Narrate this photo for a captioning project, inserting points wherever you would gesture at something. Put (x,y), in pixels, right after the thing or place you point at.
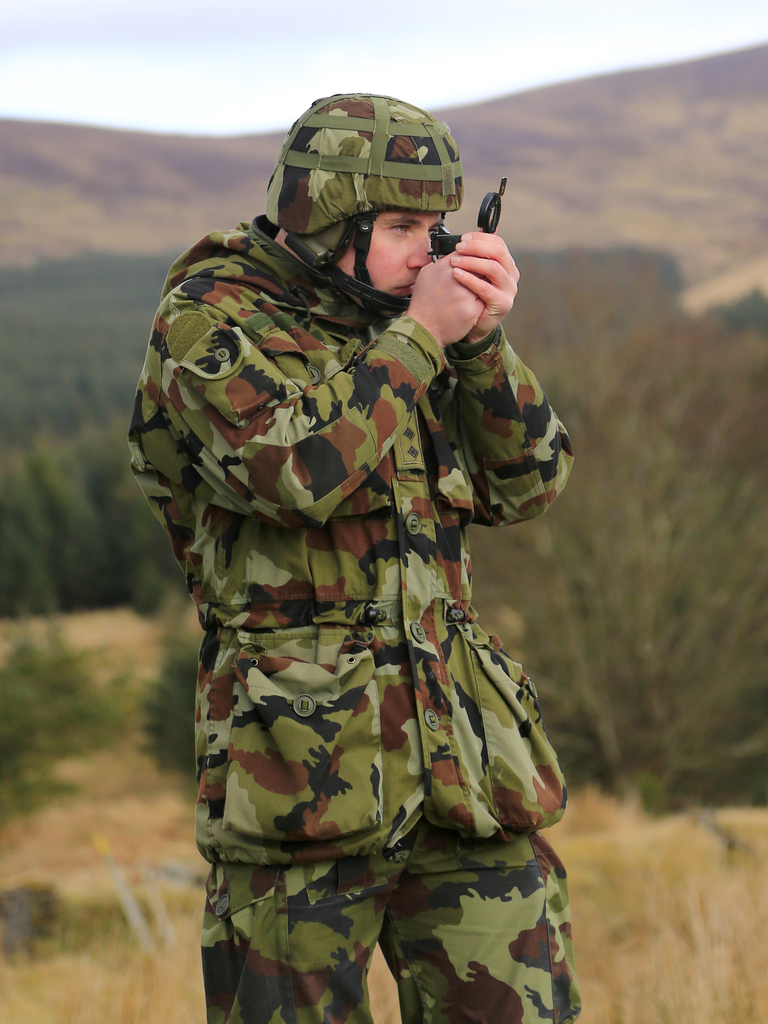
In the foreground of this image (370,663), there is a man (419,799) in military dress (433,877) wearing a helmet (391,164) on his head (408,230) and holding a scope (489,206) like an object (484,219) in his hand (463,260). In the background (583,801), there is a grass (694,869), trees (704,626), mountains (628,177), sky (225,34) and the cloud (163,80).
